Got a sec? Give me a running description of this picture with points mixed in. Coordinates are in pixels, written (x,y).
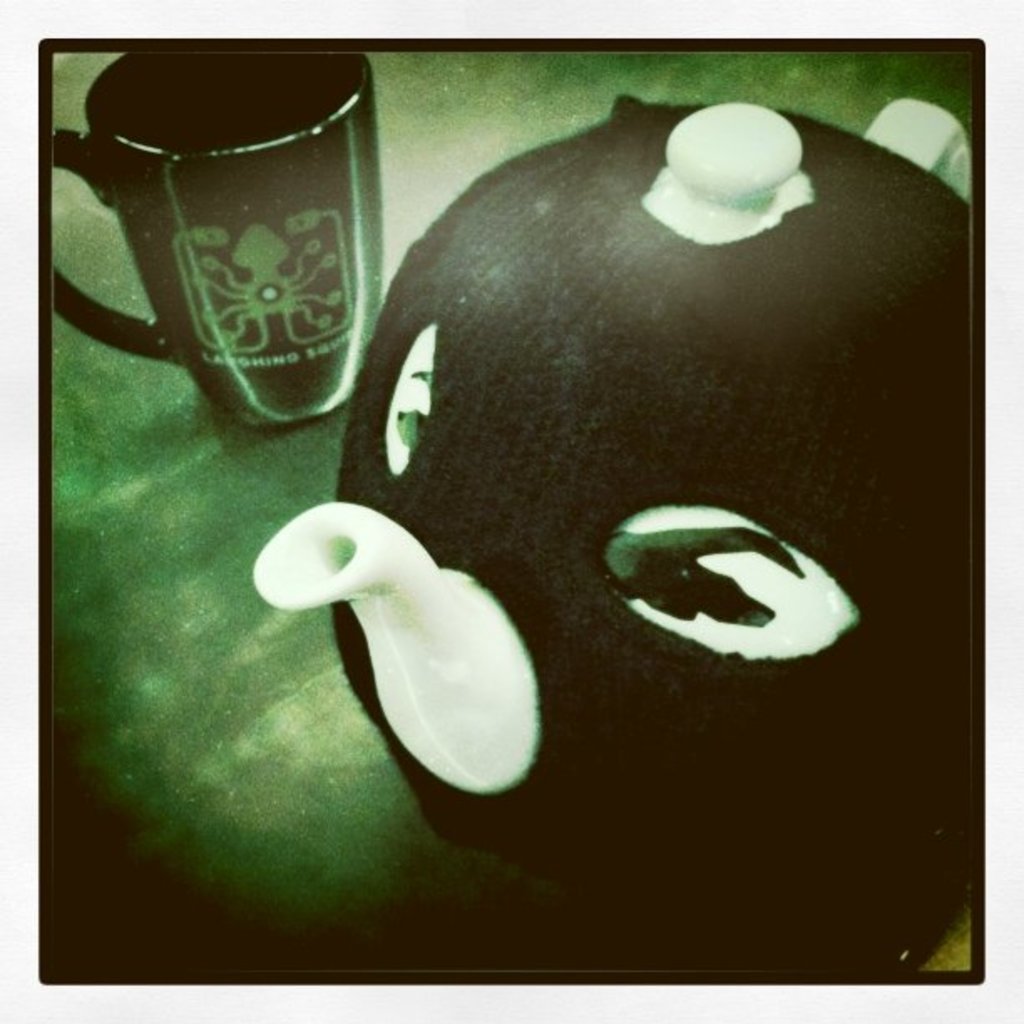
This is a photo of a teapot (399,428) and a cup (259,394). We can also see the ground (183,579).
